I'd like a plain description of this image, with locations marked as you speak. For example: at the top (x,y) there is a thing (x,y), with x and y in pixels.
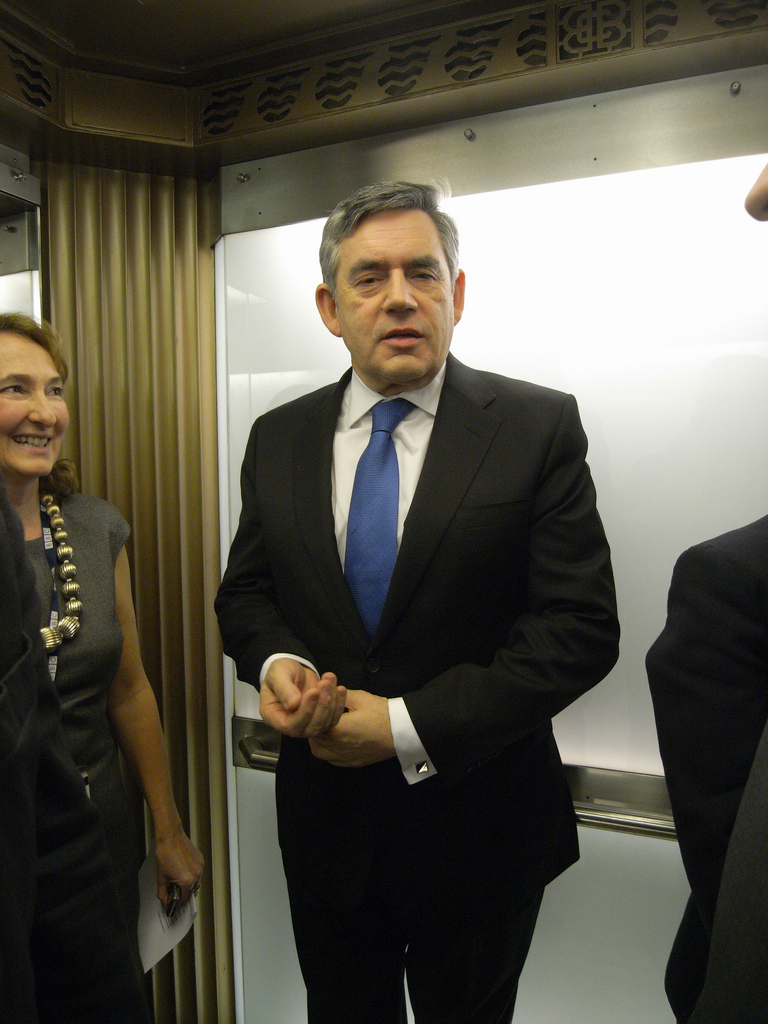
In this image in the middle (404,648) a man (426,382) is standing. In the left (104,569) a lady (22,478) is standing. She is holding a paper (183,912). She is smiling. In the right (745,818) we can see a person (739,834). In the background (346,146) there is wall (288,174).
